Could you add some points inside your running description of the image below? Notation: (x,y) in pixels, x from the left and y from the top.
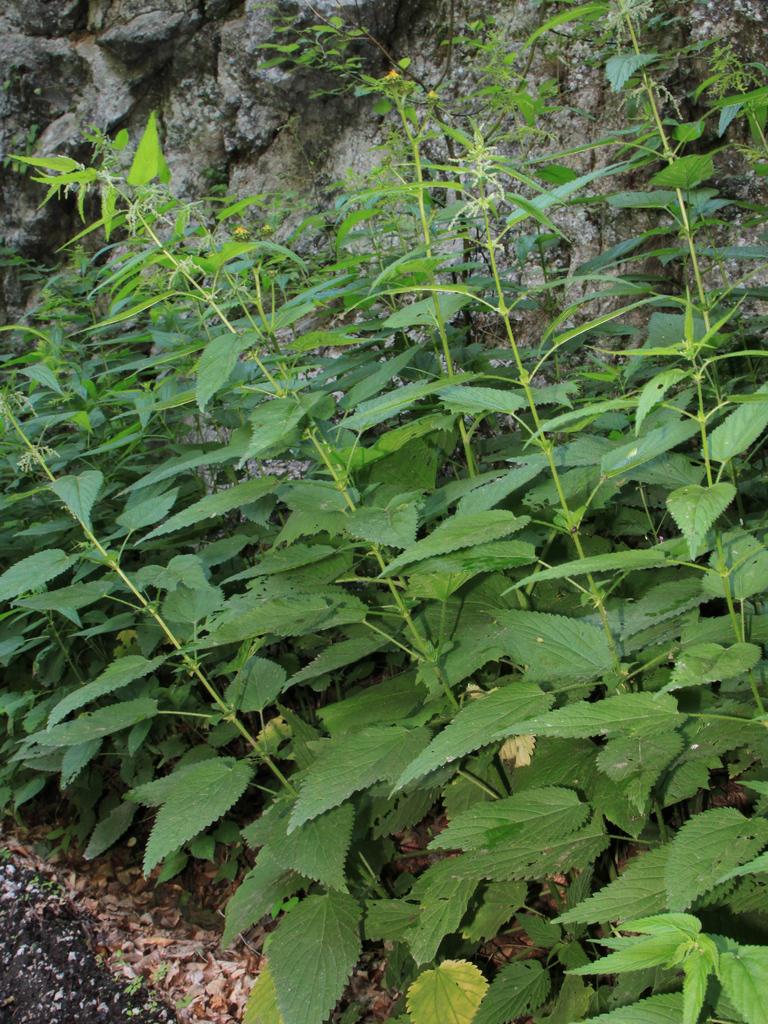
In this image there are plants (245,528) and there are dry leaves (146,944) on the ground (215,922). In the background (324,135) there is wall (191,147).
